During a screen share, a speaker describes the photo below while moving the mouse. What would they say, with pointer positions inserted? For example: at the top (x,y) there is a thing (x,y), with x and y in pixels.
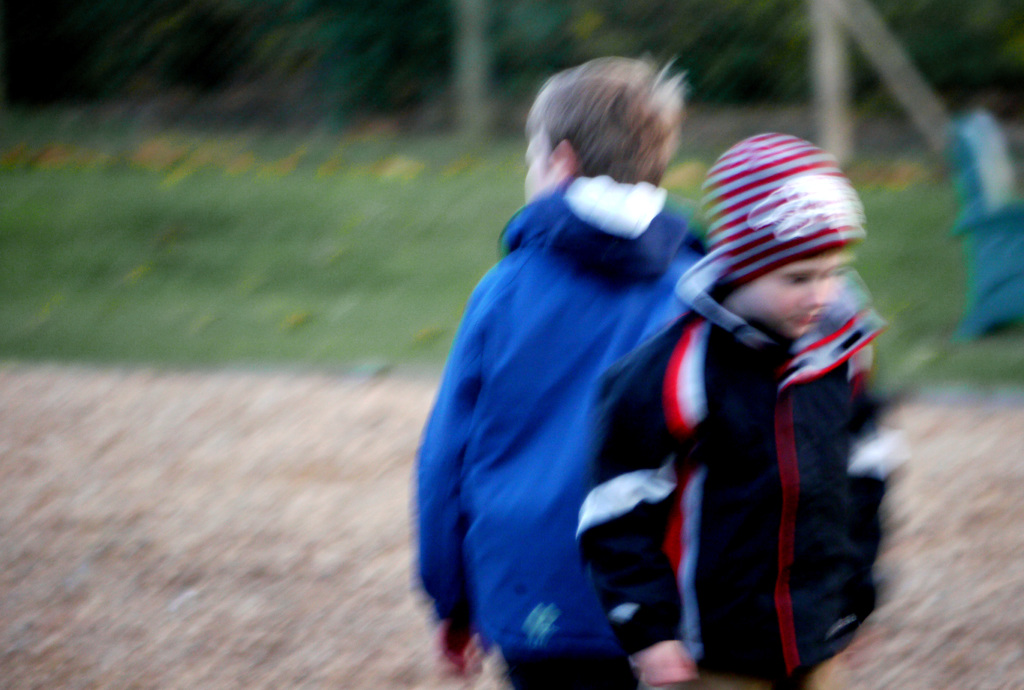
In this image there are two boys (627,541) standing on a land (1013,426), in the background (1021,327) it is blurred.
